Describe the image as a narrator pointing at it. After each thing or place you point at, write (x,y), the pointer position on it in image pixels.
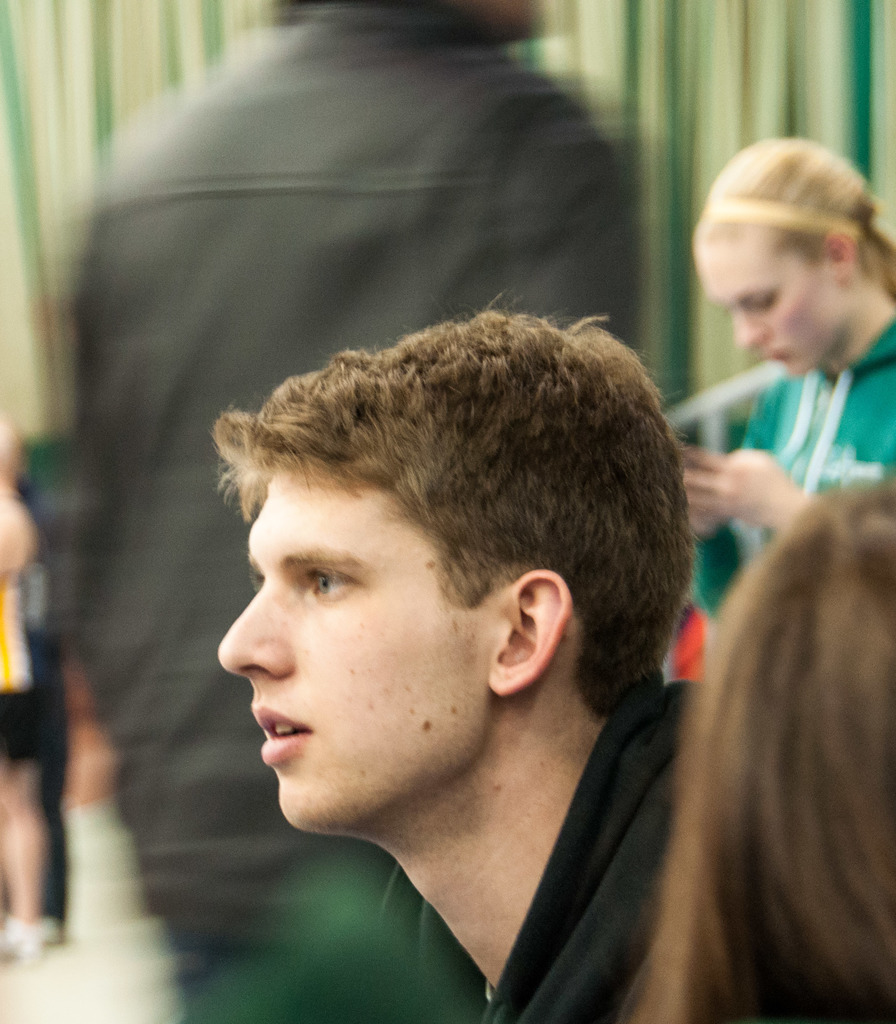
In the image I can see a person face (393,636) and around there are some other people (264,91).
